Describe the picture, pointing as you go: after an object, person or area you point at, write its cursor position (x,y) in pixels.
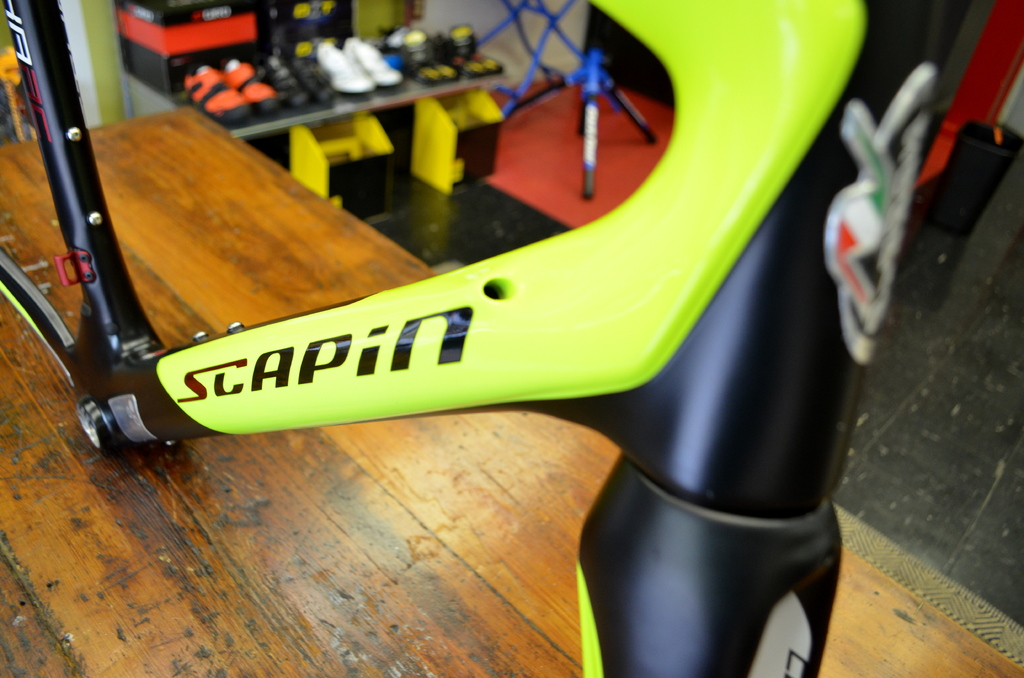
In this image we can see one of the bicycle parts (716,464) placed on the wooden surface (239,174). And we can see the shoes (324,86) in racks (448,132). And we can see some other objects (593,80).
